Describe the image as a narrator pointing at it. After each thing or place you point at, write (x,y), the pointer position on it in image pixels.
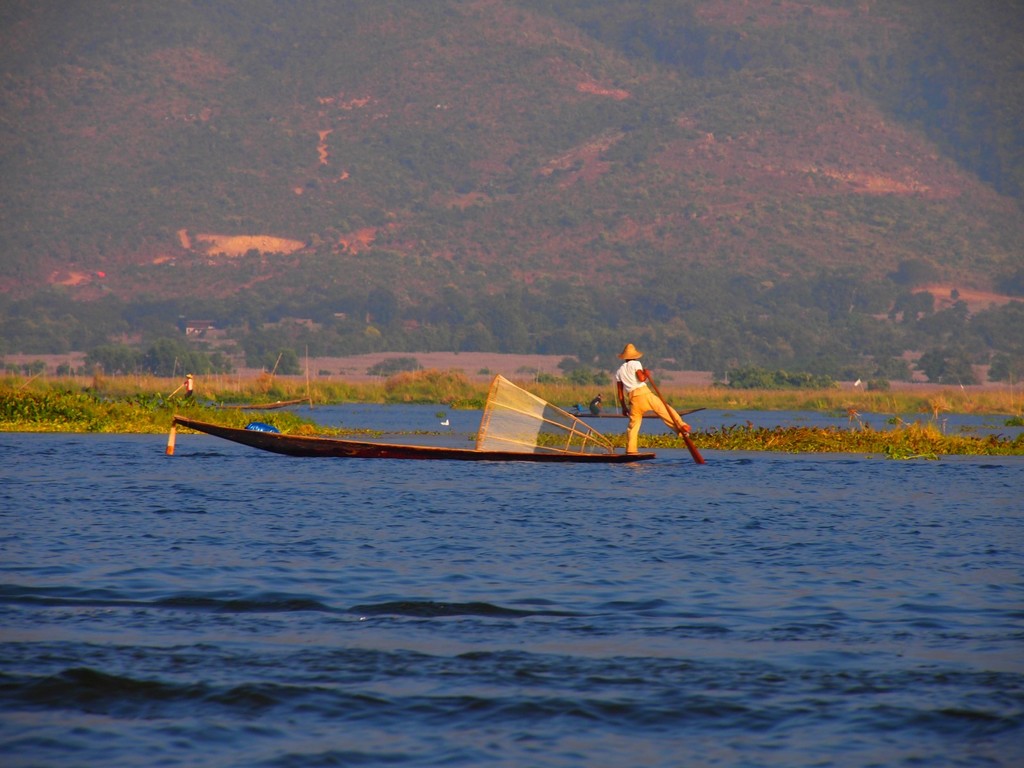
In this picture there is a person (641,389) standing on the boat (466,451). There are boats (425,451) on the water (607,409). At the back (606,144) there are trees (561,150) on the mountain (329,130). At the bottom (144,678) there is water (495,616) and there are plants (834,445).
